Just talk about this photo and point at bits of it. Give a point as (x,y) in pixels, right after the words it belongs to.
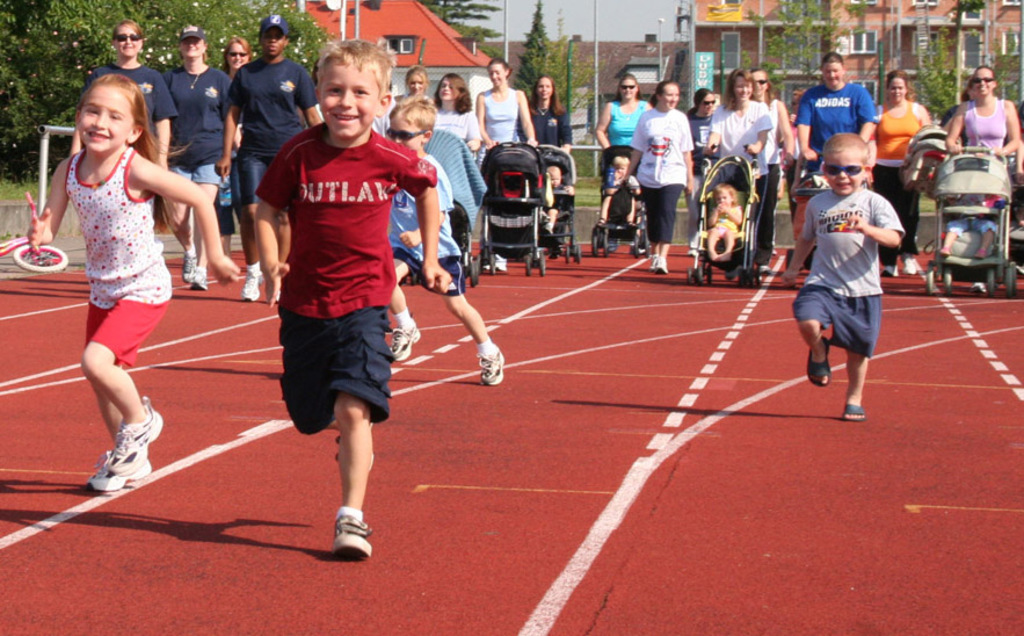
In this picture there are kids (808,341) running on the track (278,441), behind the kids (832,178) there are people (509,94) and few kids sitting in strollers (720,173). In the background of the image (313,14) we can see poles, bicycle (59,251), trees (169,13), buildings (902,53) and sky (570,5).
